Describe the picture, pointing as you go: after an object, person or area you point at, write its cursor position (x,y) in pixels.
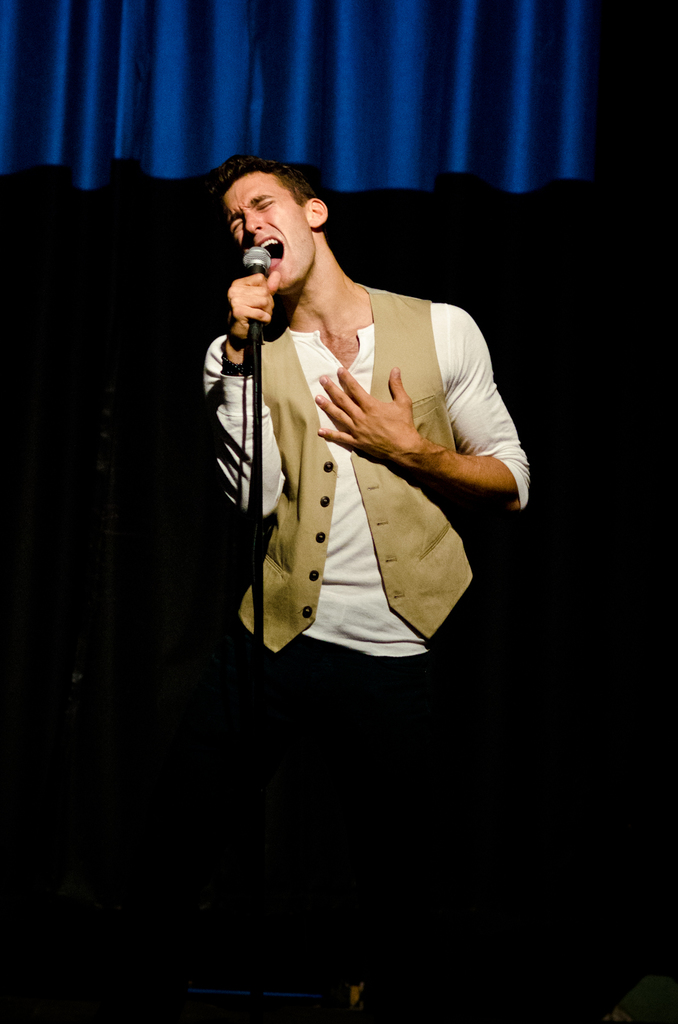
In this image there is a person (367,489) standing in front of the mic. The background (180,298) is dark. At the top of the image (298,73) there is a curtain (194,40).
